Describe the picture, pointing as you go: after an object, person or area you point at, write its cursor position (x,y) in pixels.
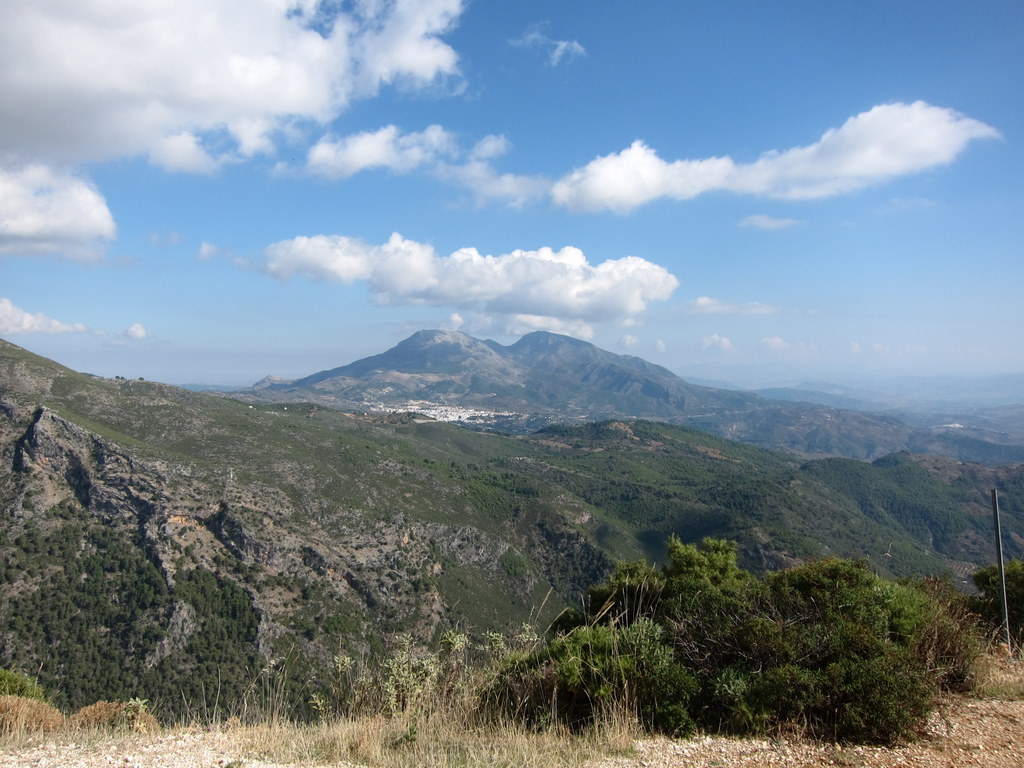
In this image at the bottom (539,705) we can see grass (534,744), plants (677,681) and a pole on the right side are on the ground (900,748). In the background (595,511) we can see hills (555,410) and clouds (641,185) in the sky (441,195).
